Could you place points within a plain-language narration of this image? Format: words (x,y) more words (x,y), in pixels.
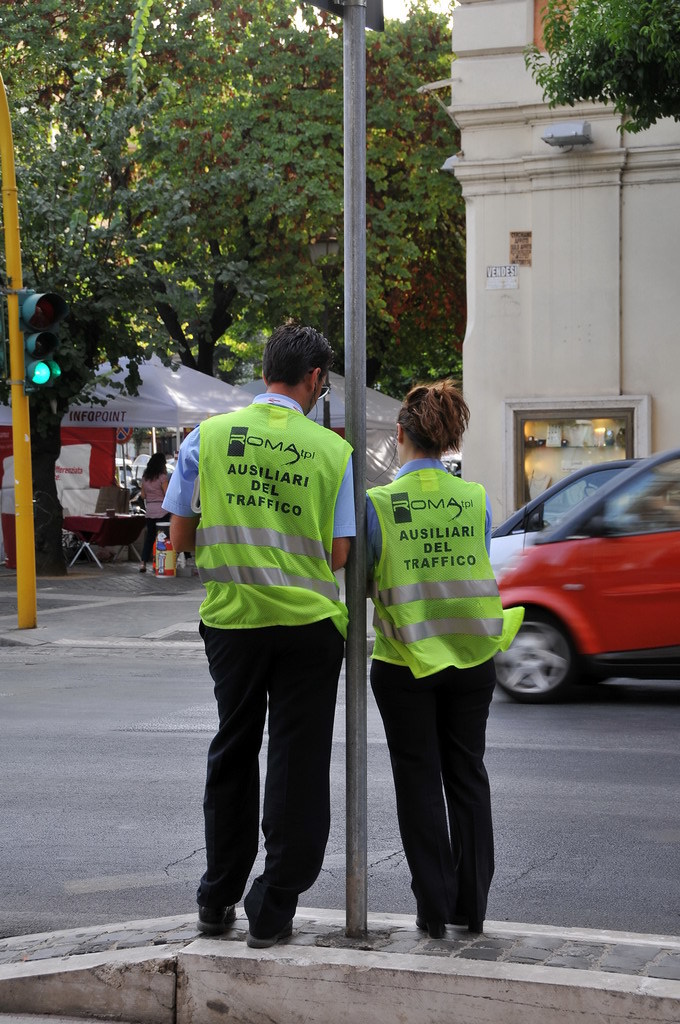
This picture is clicked in the city. The man (308,535) and the woman (402,509) in the uniform (292,580) are standing beside the pole (364,732). In front of them, we see cars (565,501) moving on the road (205,699). Beside cars (628,603), we see a building (543,323) in white color. On the left side of the picture (46,360), we see traffic signals (26,310). In the background (206,360), there are trees (239,341) and tents (226,409) in white color.
